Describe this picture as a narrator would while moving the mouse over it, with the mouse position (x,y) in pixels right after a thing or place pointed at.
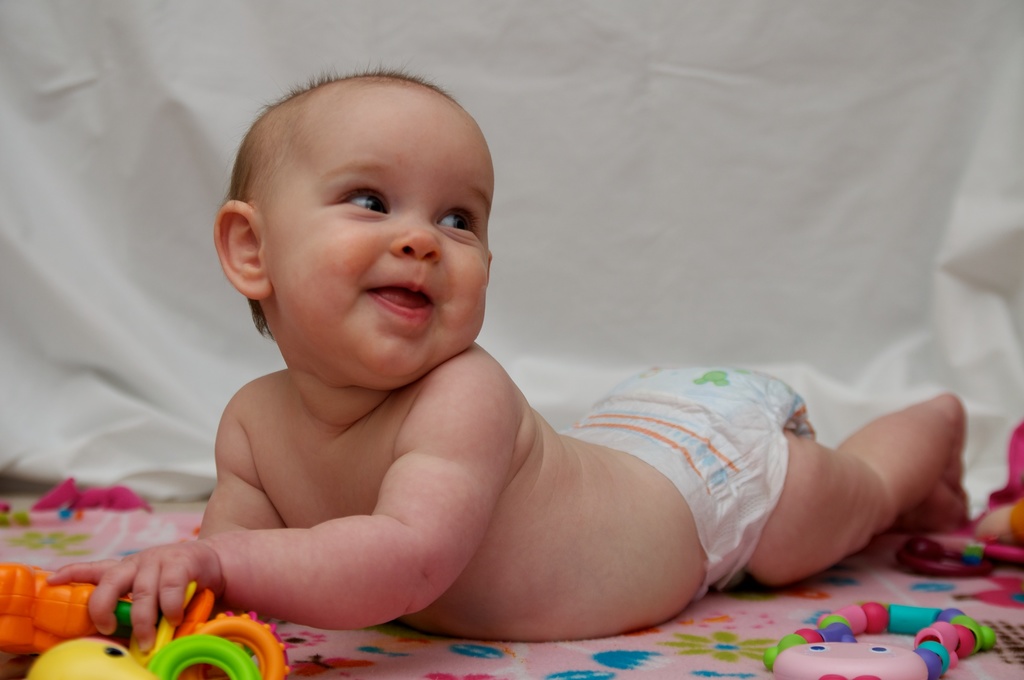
In this image I can see a baby (462,468) is laying on a bed-sheet (697,655), holding toys (152,647) in the hand (185,576) and smiling by looking at the right side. In the background (650,141) there is a white color cloth (738,180).
